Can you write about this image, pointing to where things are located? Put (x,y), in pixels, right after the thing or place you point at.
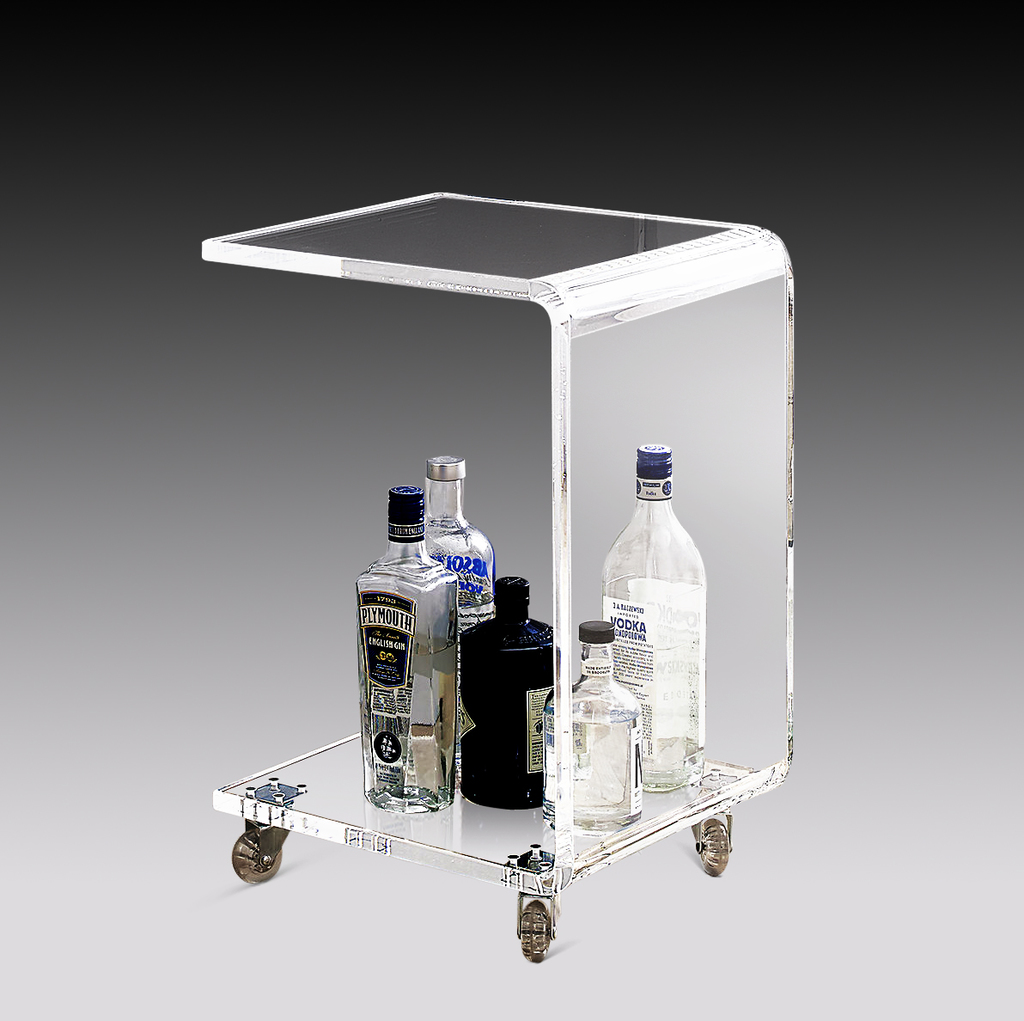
In this image I can see number of bottles (667,445).
